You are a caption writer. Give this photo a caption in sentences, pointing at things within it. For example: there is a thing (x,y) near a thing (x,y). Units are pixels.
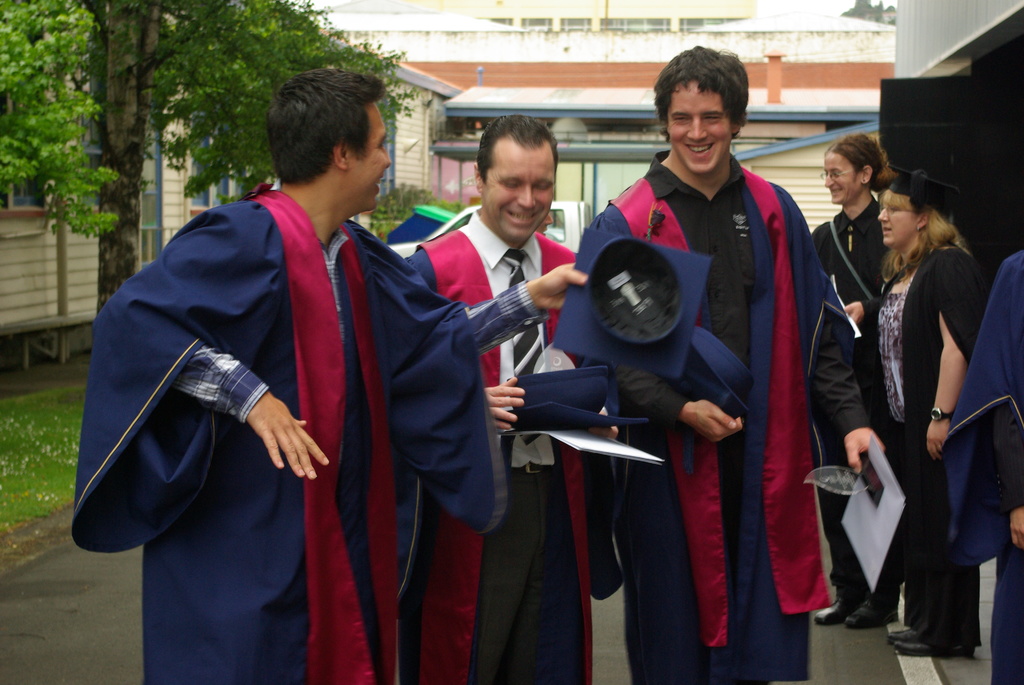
In the image we can see there are people (181,300) standing, wearing clothes (773,384), shoes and some of them are smiling. Here we can see paper (865,521), cap (594,289), grass (17,424), road (65,590), trees (80,146) and building (813,111). We can even see a vehicle (570,215), white in color.
